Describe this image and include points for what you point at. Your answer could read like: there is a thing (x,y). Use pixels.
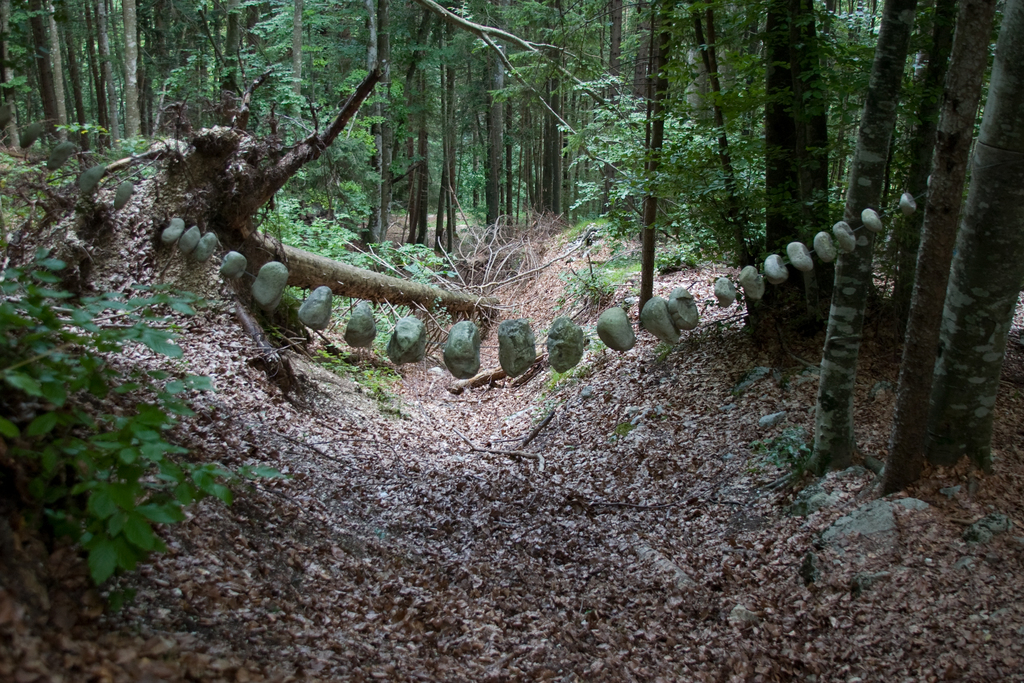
In this image I can see few objects (907,202) and these objects (646,317) looks like stones (261,299). In the background (643,110) I can see few trees (409,179) in green color.
